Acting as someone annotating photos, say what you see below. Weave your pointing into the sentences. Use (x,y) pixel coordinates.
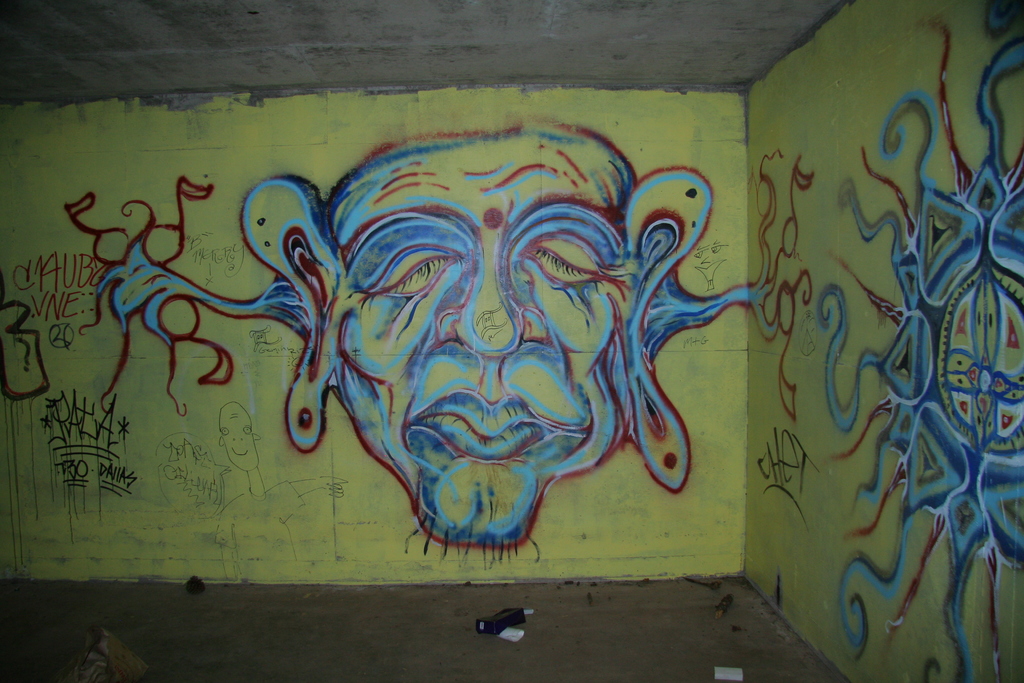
In this picture there is a painting (445,332) of a man (589,301) and there is text (91,422) on the walls (288,406). At the bottom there are objects (86,665) on the floor (279,639).
